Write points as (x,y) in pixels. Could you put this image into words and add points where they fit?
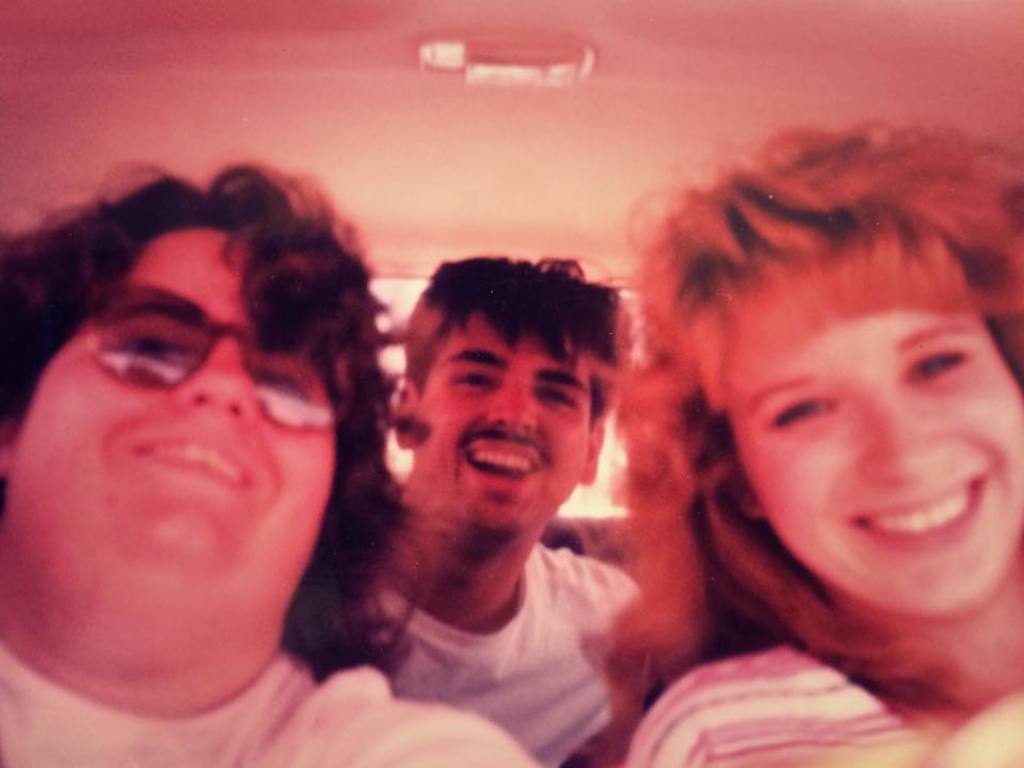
In this picture we can see 3 people (608,767) looking and laughing at someone.
